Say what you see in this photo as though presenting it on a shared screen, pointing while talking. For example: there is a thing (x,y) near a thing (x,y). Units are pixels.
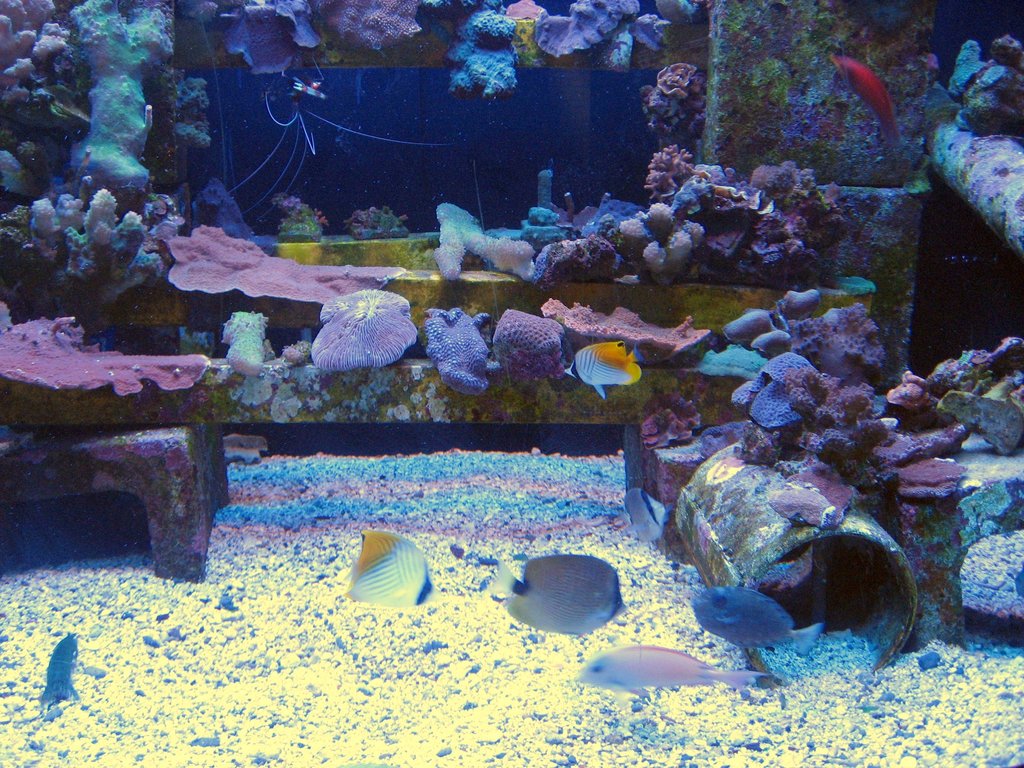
In this image I can see many aquatic animals (582,560) which are colorful. To the side of these animals (655,516) I can see few rocks (651,437) which are in different color. And these are in the water (545,428).
